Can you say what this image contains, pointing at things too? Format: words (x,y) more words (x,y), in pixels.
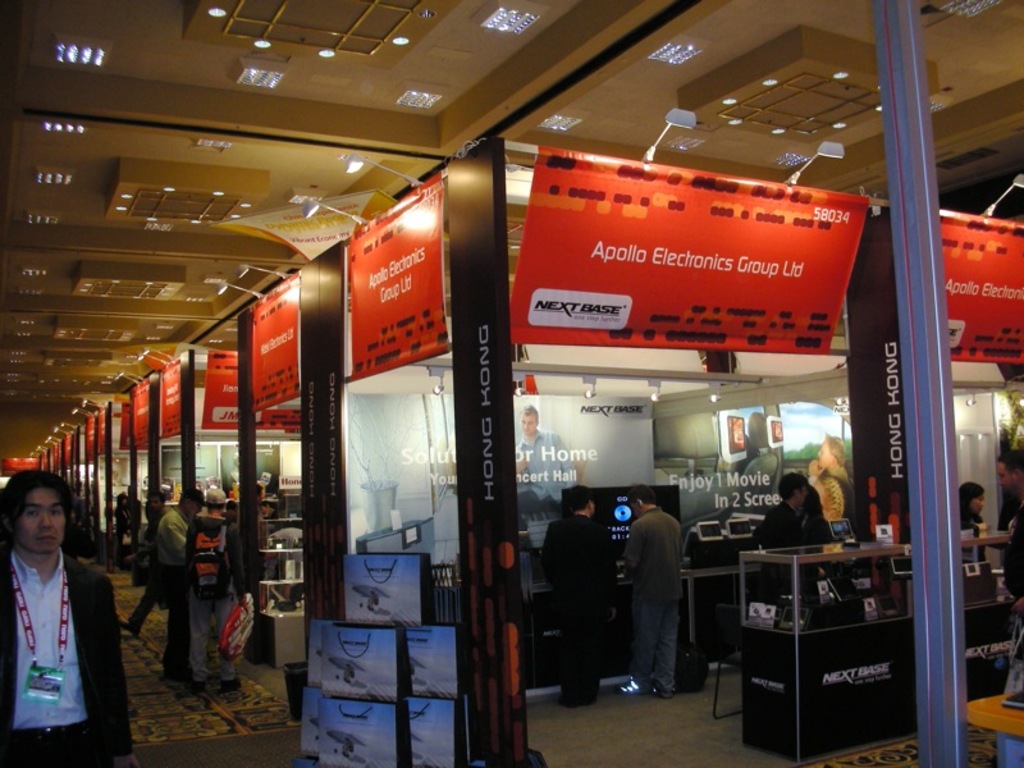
On the left side of the picture (112,721), we see man (25,522) standing. Beside them, we see stalls (313,426) or rooms (312,409). At the top of the picture (364,239), we see red color hoarding boards (395,287) with some text (706,267) written on it. On the right side (829,688), we see a table (882,572) in black color. We even see men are standing. At the top of the picture (249,196), we see the ceiling (165,159) of the room (417,94). This picture is clicked inside the room (245,207). At the bottom of the picture (352,615), we see the bags (370,669).
